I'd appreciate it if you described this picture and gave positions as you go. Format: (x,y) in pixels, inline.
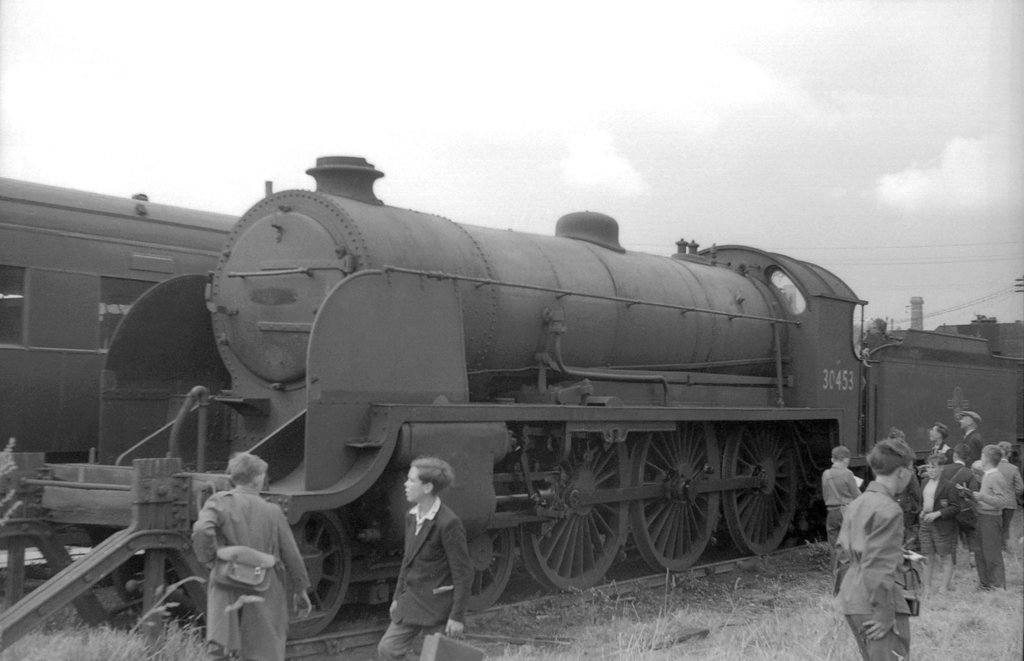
It is a black and white image. In the center of the image (606,403) there is a train engine (560,482) on the railway track (633,579). Beside the engine (681,519) there are people (869,529) standing on the grass (825,616). In the background of the image (793,92) there is sky (686,77).
